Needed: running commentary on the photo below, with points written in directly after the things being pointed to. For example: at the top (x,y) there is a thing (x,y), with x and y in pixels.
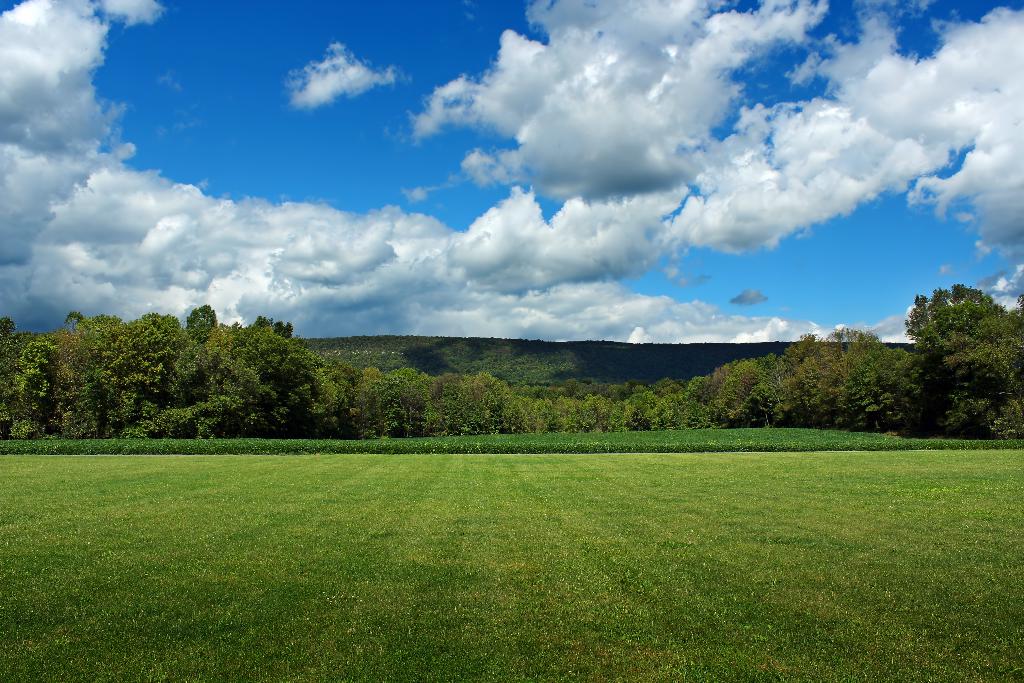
In this image we can see grass (491,465), trees (456,382), mountains (524,350) and sky (540,194) with clouds (540,139).
